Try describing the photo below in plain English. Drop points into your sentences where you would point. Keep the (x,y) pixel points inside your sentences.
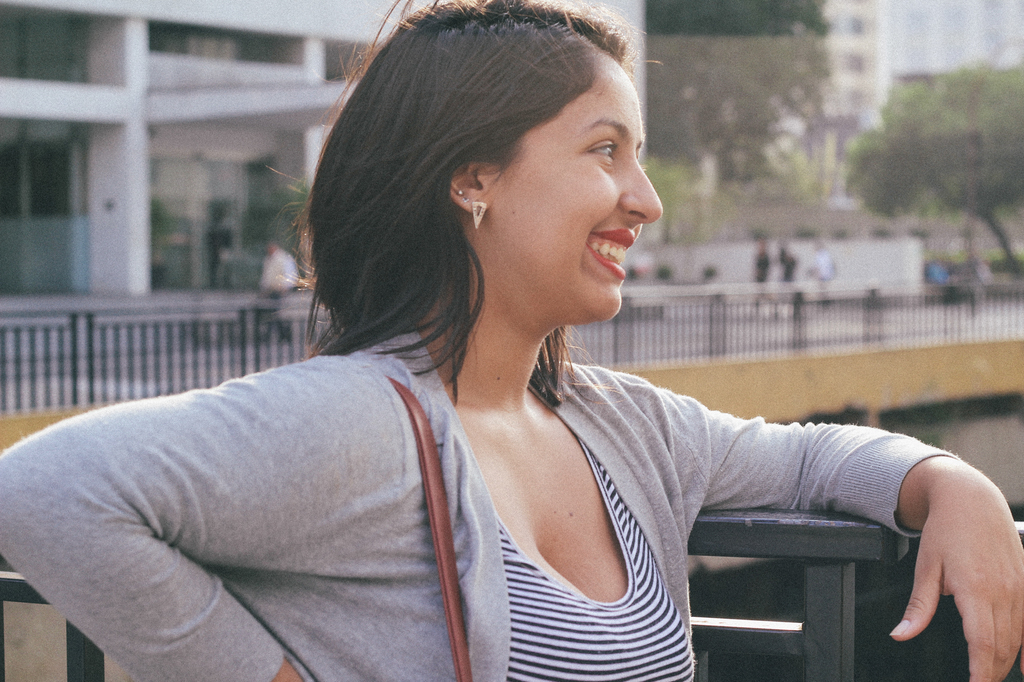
In this image I can see a woman (481,320) is smiling. In the background (761,161) I can see trees (774,176), buildings (40,24), fence (775,325) and people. The background of the image (639,314) is blurred.
